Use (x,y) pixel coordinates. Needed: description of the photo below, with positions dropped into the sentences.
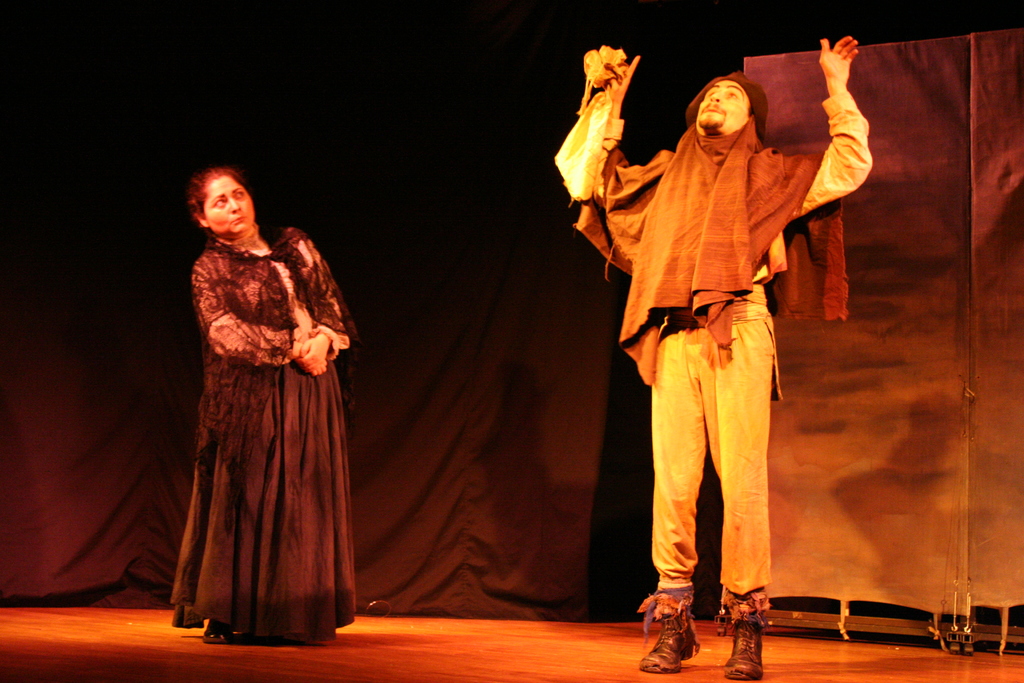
In this image I can see two people (330,385) with the dresses (331,453). In the background (459,402) I can see the black color curtain (564,372) and also there is a black background (803,7).
